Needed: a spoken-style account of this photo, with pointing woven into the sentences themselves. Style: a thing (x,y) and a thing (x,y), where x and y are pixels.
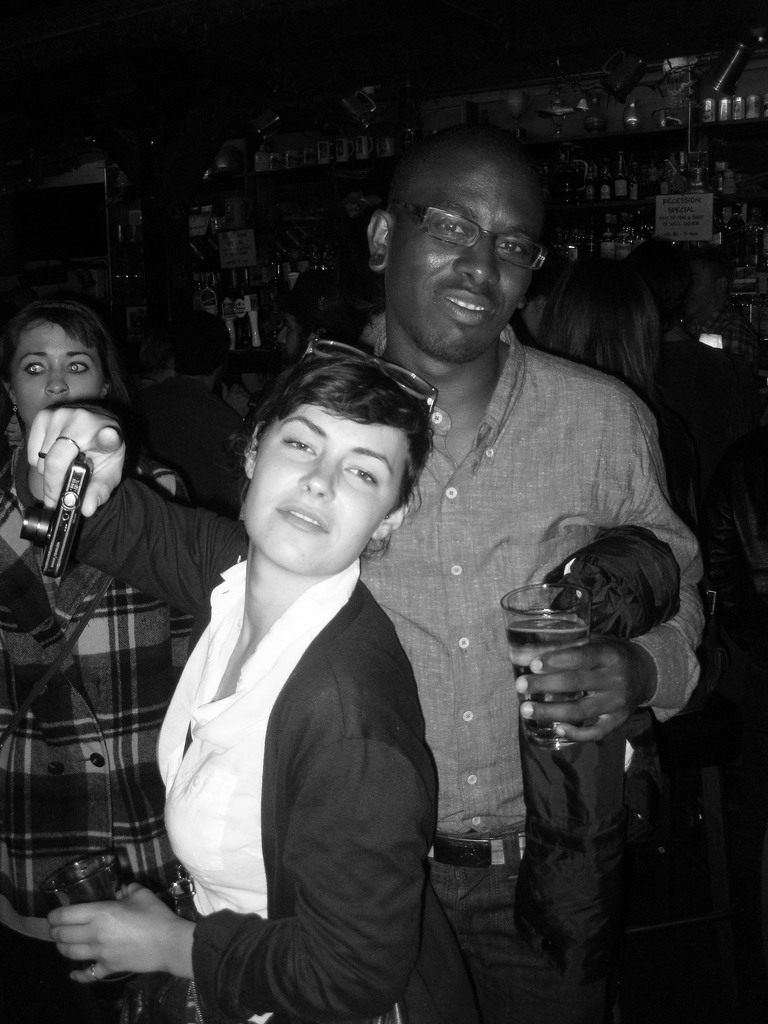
This is black and white image, in this image there are two women (142,577) and a man (504,541) holding a glass (557,630) in his hand (582,660).
